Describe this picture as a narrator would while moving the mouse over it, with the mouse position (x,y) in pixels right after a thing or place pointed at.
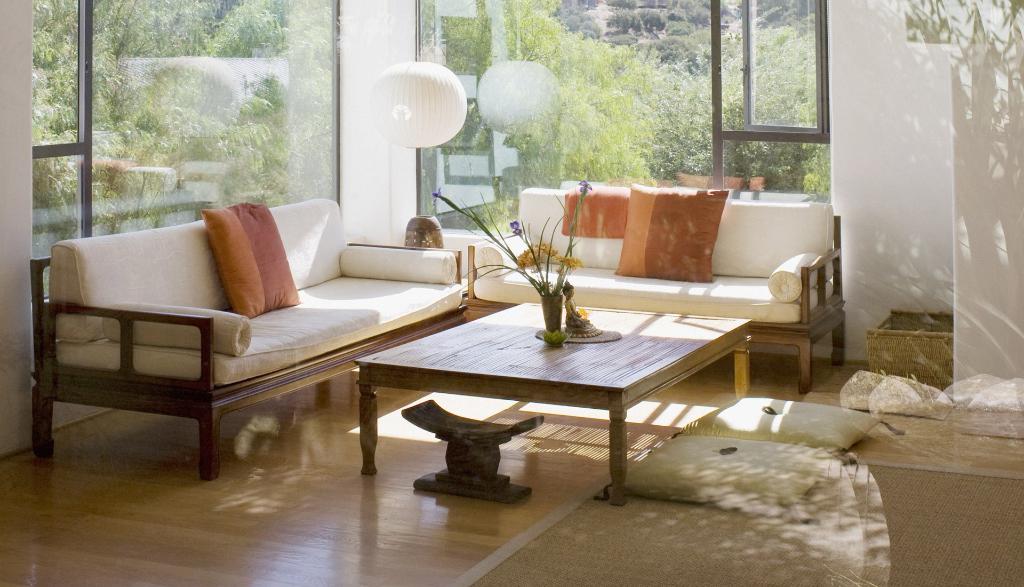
In this image i can see a couch (425,291), flower vase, table (525,346), glass door (524,60) and at the background of the image (570,65) there are trees (552,60).
